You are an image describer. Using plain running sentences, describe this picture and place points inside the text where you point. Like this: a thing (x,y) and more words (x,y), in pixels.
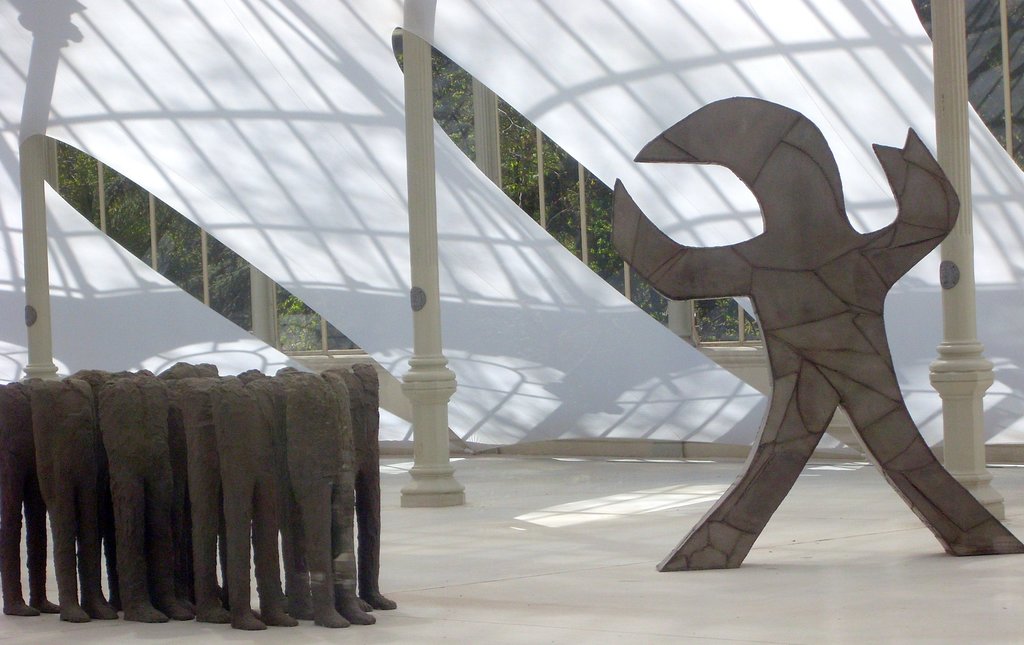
In the picture we can see pant sculptures (293,547) and behind it, we can see three white poles (418,456) with a tent cloth (576,126) to it and from it we can see the trees (442,106).
